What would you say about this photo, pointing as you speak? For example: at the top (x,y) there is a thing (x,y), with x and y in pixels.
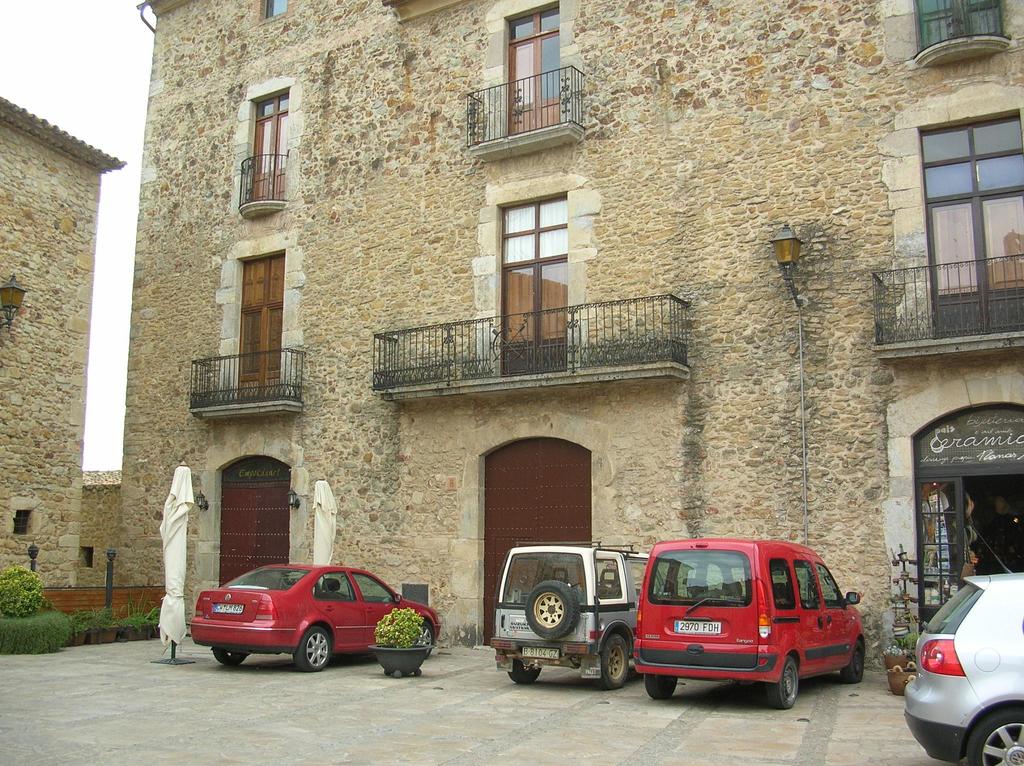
In this picture there are few vehicles (839,667) and there is a building (760,258) in front of it and there are few plants (79,610) and a building (52,331) in the left corner (57,358).
